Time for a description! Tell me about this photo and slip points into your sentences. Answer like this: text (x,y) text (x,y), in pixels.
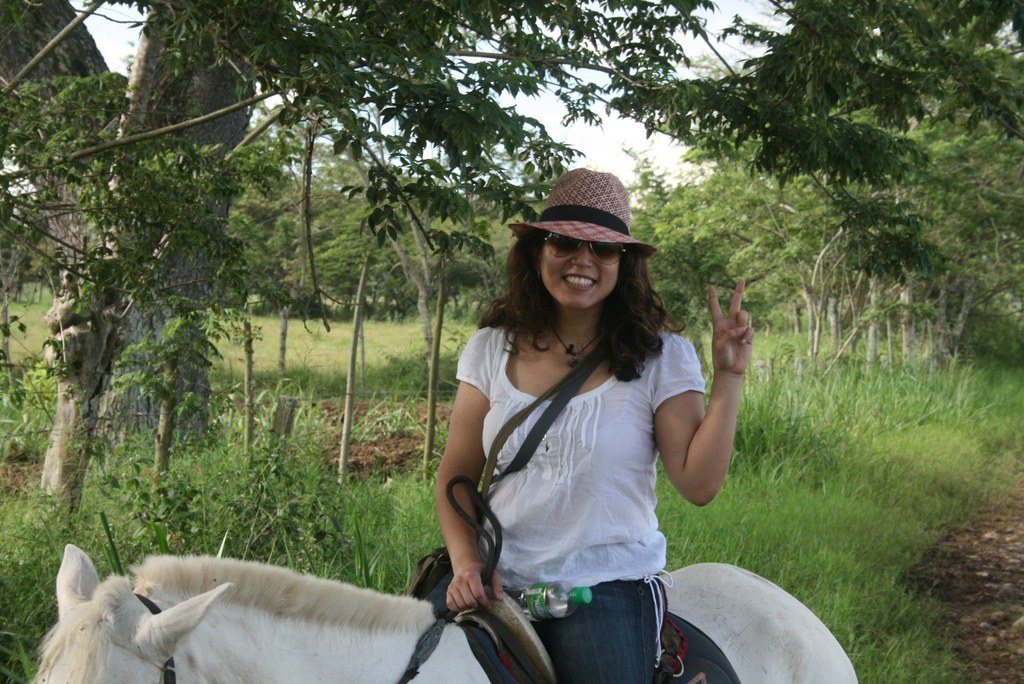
This person (654,641) sitting on the horse (264,619) and smiling and wear hat (608,205). On the background (601,73) we can see trees (620,105), sky (615,92), grass (911,378).
